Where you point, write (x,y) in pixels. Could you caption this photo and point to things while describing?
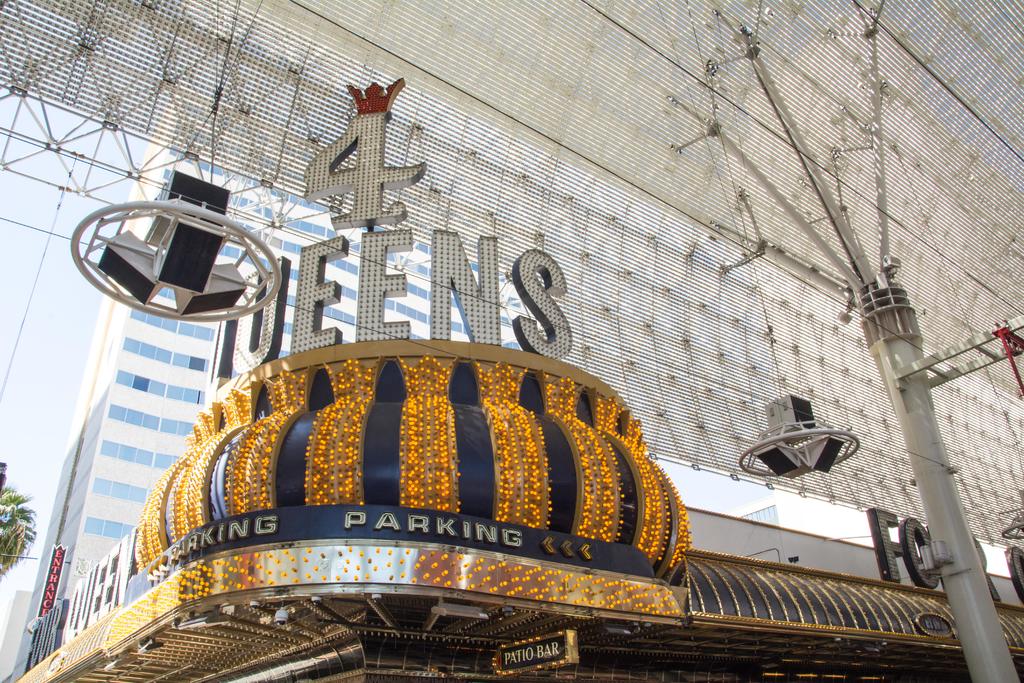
In this image we can see a building (318,495). On the building (215,462) we can see some text (256,518). On the right side (962,571), we can see a pole (927,422). At the top (770,43) we can see the roof (208,117). On the left side (31,415) there are trees (18,501) and the sky (54,269).
